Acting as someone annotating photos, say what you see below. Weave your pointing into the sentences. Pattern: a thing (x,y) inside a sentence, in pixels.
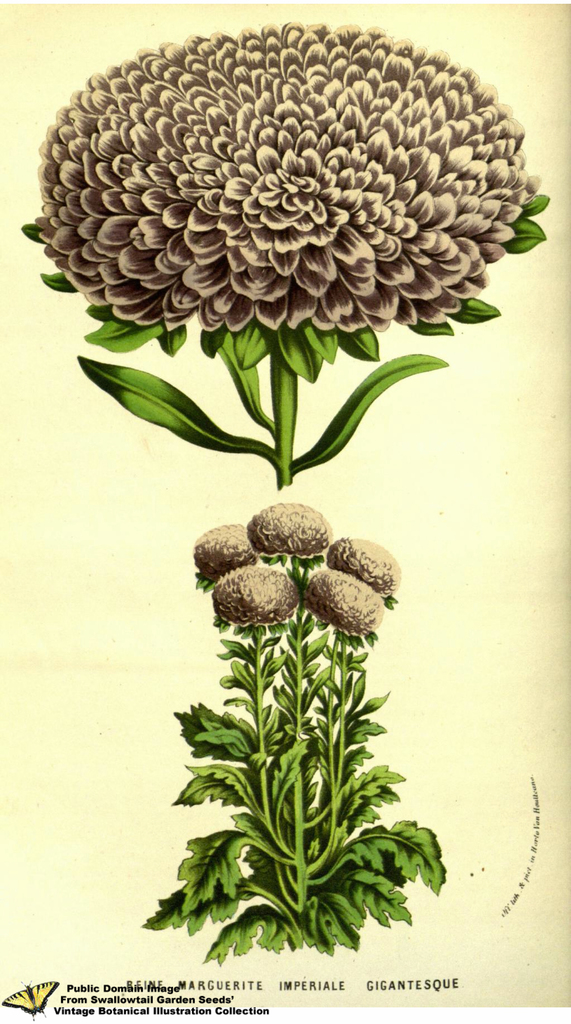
In this picture there is a painting (315,250) of flowers (139,135), there are flowers (335,588) on the plant (375,795). At the bottom of the image (63,1002) there is a text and there is a painting (38,986) of butterfly (25,993).
